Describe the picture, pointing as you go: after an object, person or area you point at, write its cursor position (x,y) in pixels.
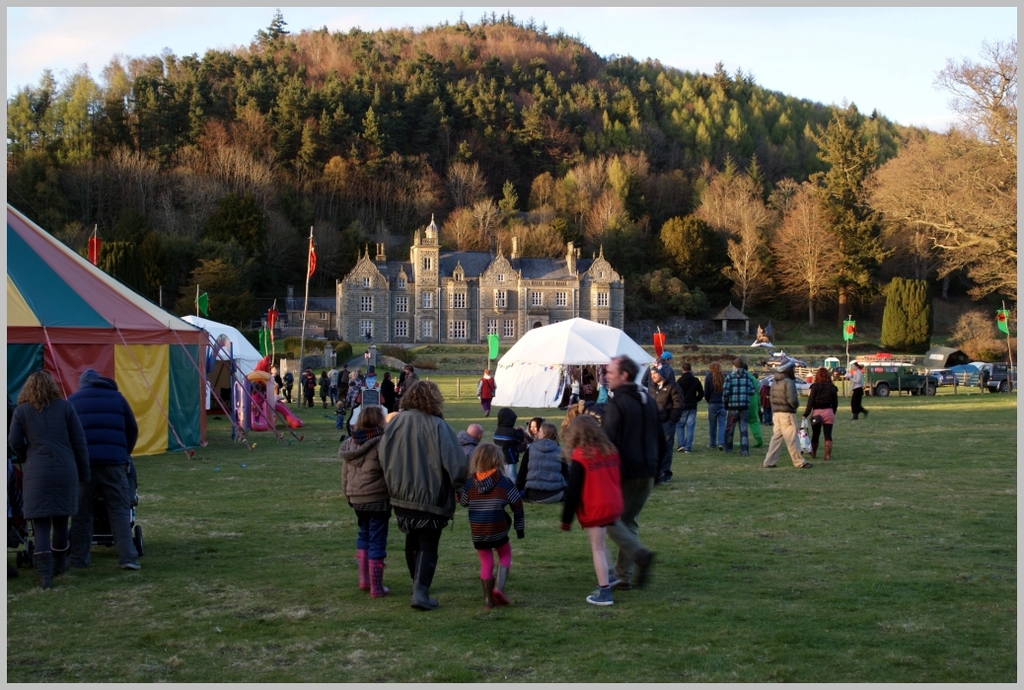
In this picture we can see a group of people (815,390) on the grass (555,607), tents (195,351), vehicles (944,372), flags (272,325), trees (970,197), building (538,298) with windows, some objects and in the background (846,38) we can see the sky (888,78).
